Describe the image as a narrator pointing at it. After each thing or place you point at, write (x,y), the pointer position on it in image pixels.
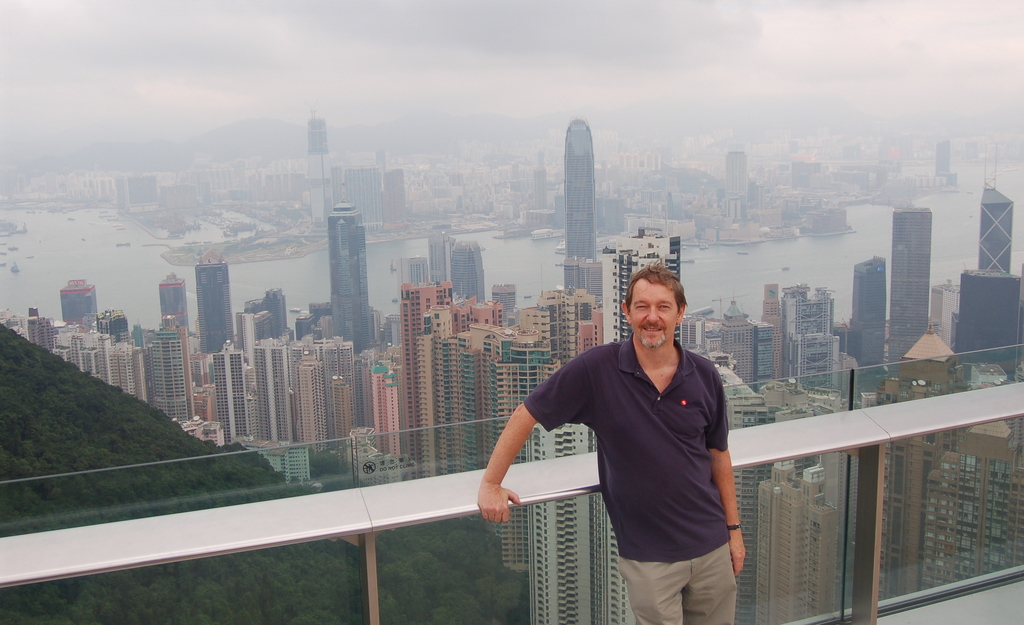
In the middle of the image (649,280) a person (660,303) is standing and smiling. Behind him there is fencing (35,495). Behind the fencing (39,510) there are some buildings (448,194) and water (175,270) and hills (154,428) and trees (385,544). At the top of the image (635,91) there are some clouds (541,91) and sky (85,39).
